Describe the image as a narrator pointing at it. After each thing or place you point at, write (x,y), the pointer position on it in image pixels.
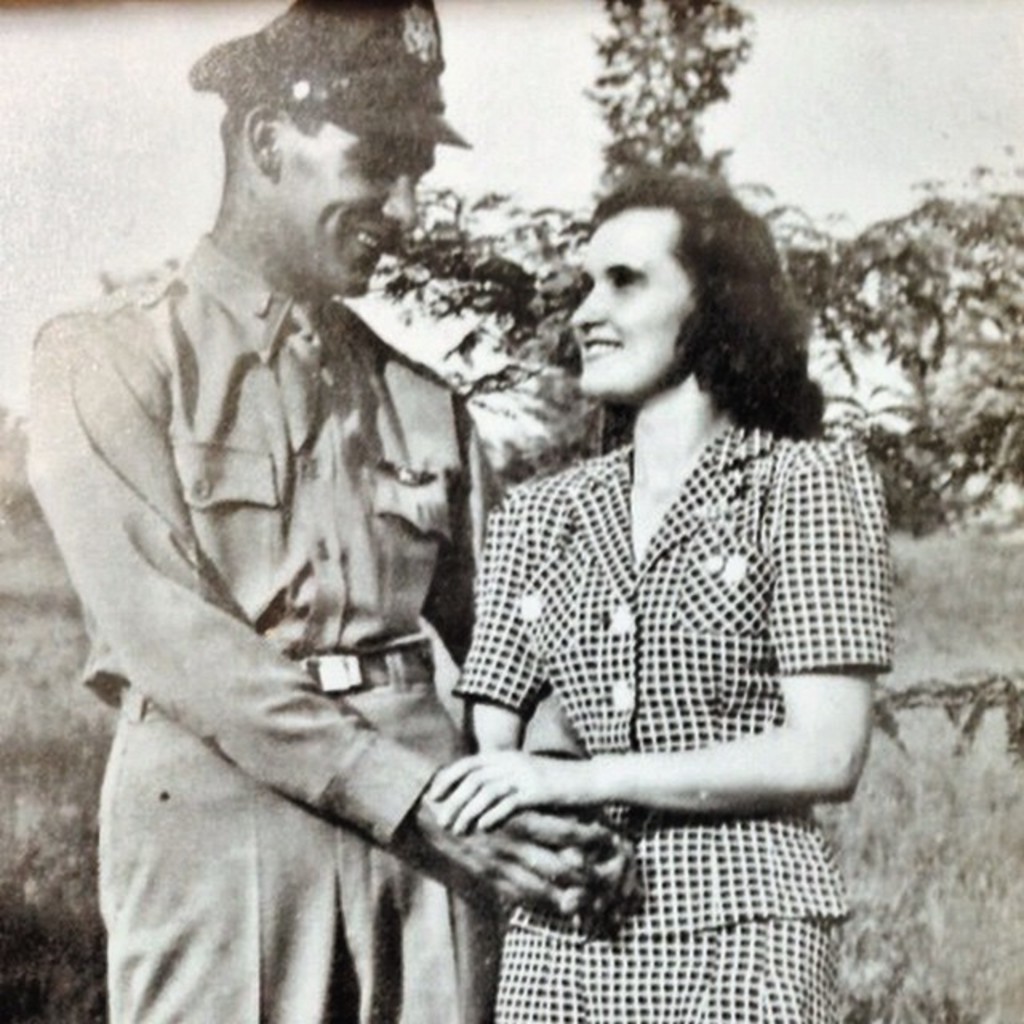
This is a black and white image. There are a few people (162,976). We can see the ground (939,885) with some objects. We can see some trees (832,267) and the sky (932,7).
